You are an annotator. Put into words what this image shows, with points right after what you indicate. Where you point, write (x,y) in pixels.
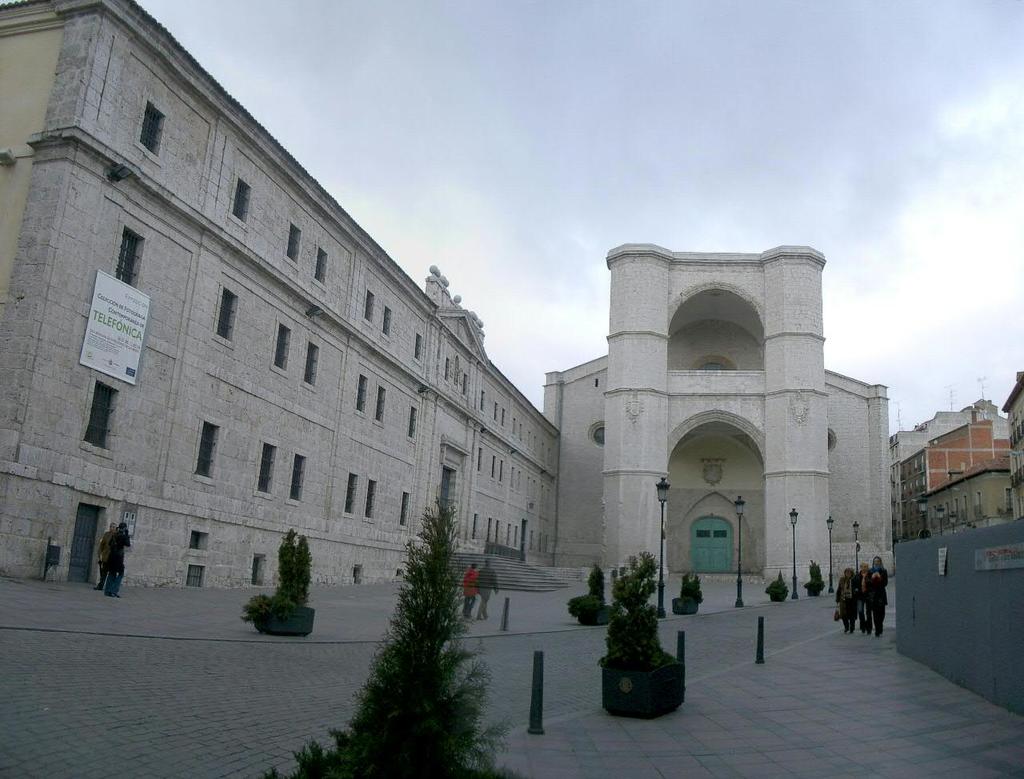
There are people (866,581) and we can see plants (643,637), wall (938,586) and lights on poles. In the background (668,518) we can see buildings (446,403) and sky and we can see board (105,308) on this building (329,206).
